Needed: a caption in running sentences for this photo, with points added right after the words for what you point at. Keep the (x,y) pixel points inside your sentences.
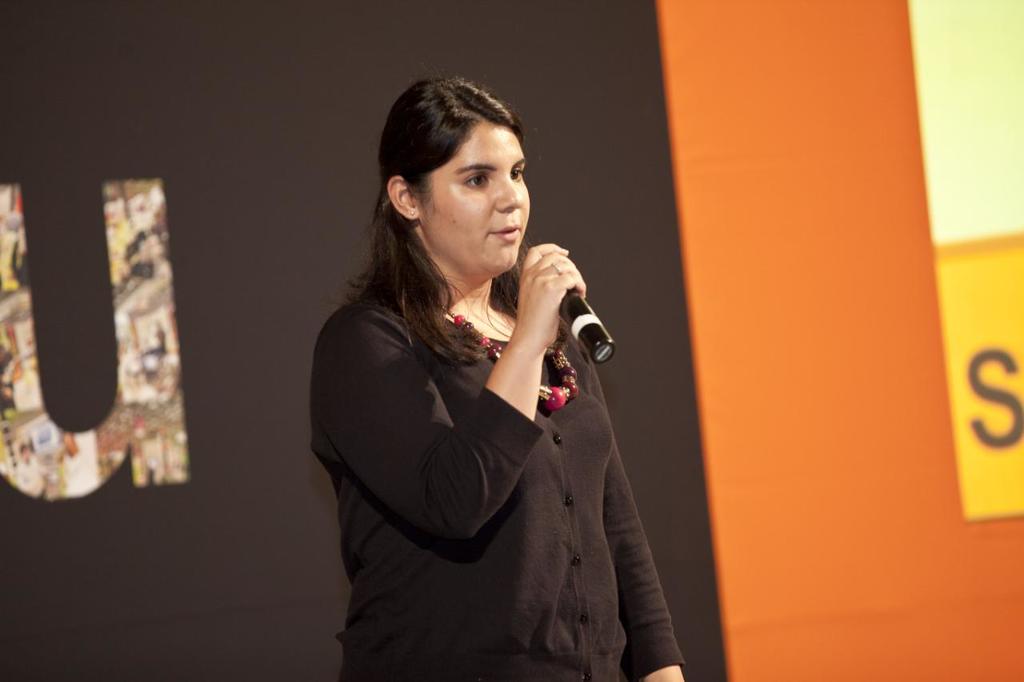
In this image there is a woman (426,144) wearing a black dress (425,517) and a ornament (547,394) and she was holding a mike (569,292) and talking. In the background (371,131) there is a board (395,75) and a text (60,458) printed on it.
